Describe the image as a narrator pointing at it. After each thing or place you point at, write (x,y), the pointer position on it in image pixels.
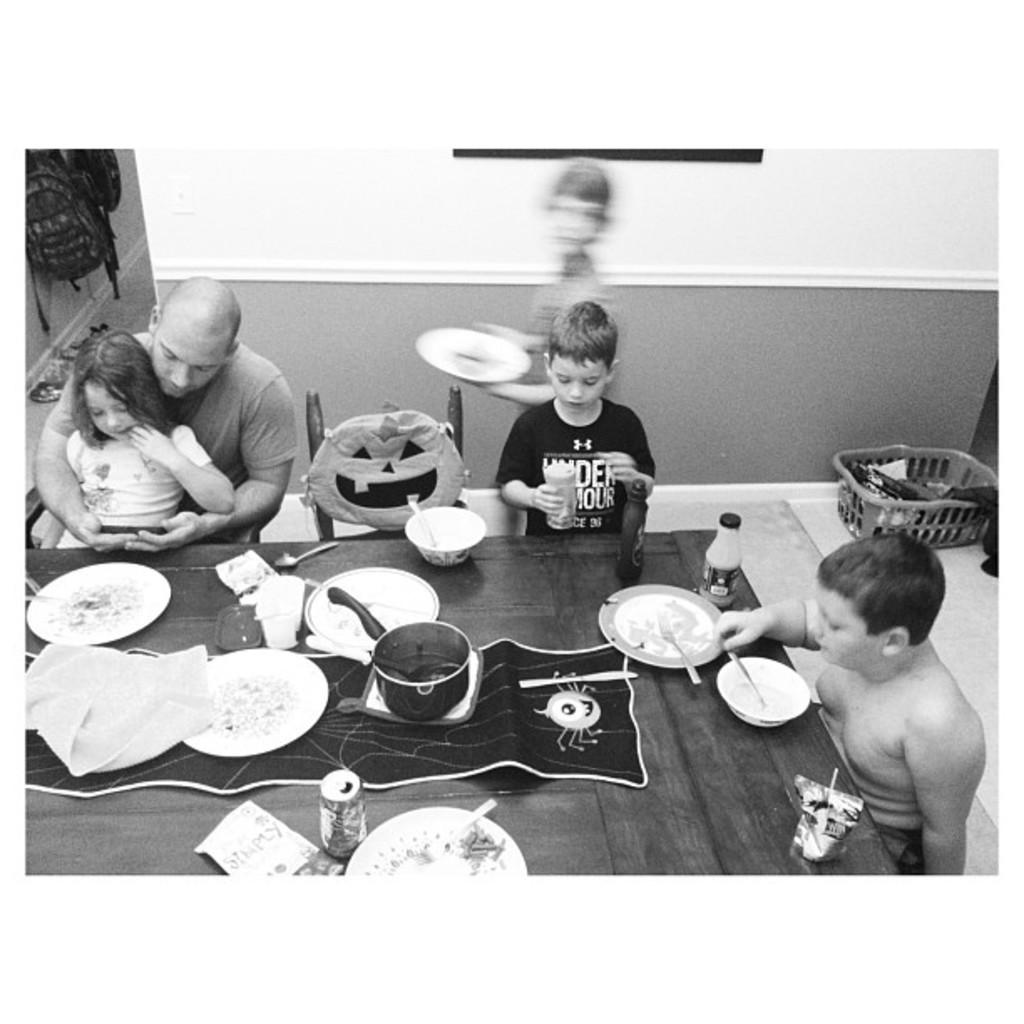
in this image, we can see dining table (657,792). on the top of the dining table (553,622), we can see some plates (140,598), hot pot (416,635), tin bottle (352,801), some packet (807,819). the left side of the image (255,435), the man (235,420) was sat on the chair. and the small girl (154,492) sat on his lap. here we can see chair (313,434). the middle of the image, the boy (581,450) is holding cup (570,501). the right side of the image (910,726), the boy (872,695) is holding spoon (738,664). and here is the basket (897,507) with a clothes (890,485). the child (558,296) is walking near wall (425,285) holding with a plate (480,358). here we can see a backpack (61,229).
